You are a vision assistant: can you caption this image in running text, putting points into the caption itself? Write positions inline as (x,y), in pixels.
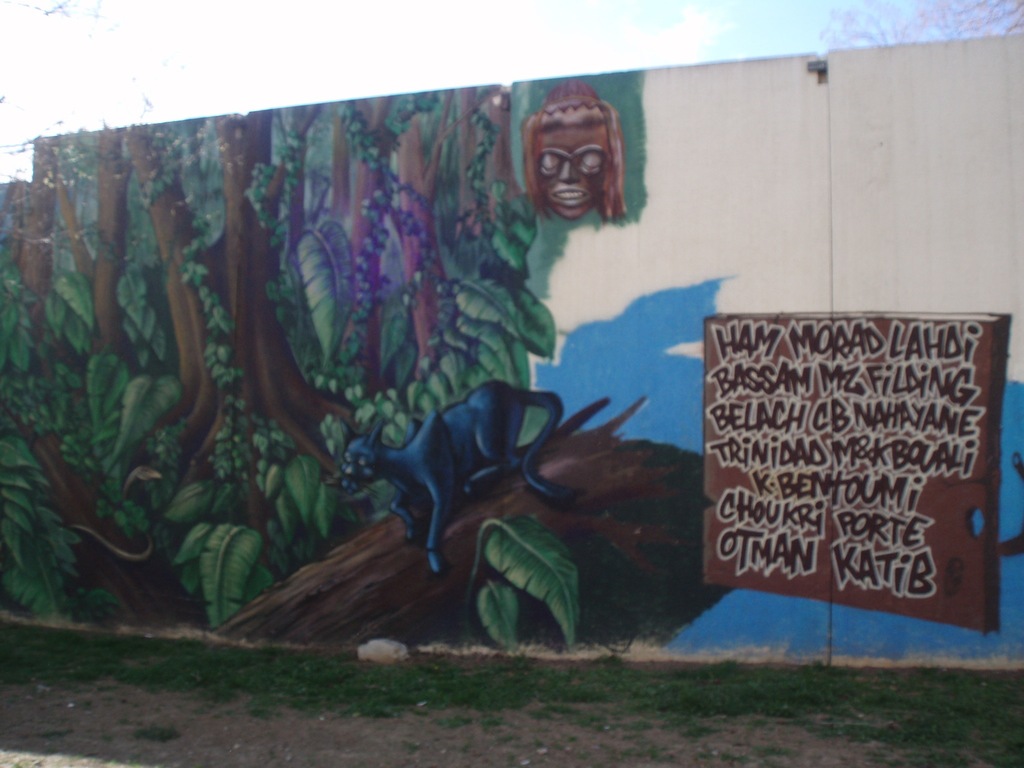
A painting (369,139) is made on a wall (312,440).
